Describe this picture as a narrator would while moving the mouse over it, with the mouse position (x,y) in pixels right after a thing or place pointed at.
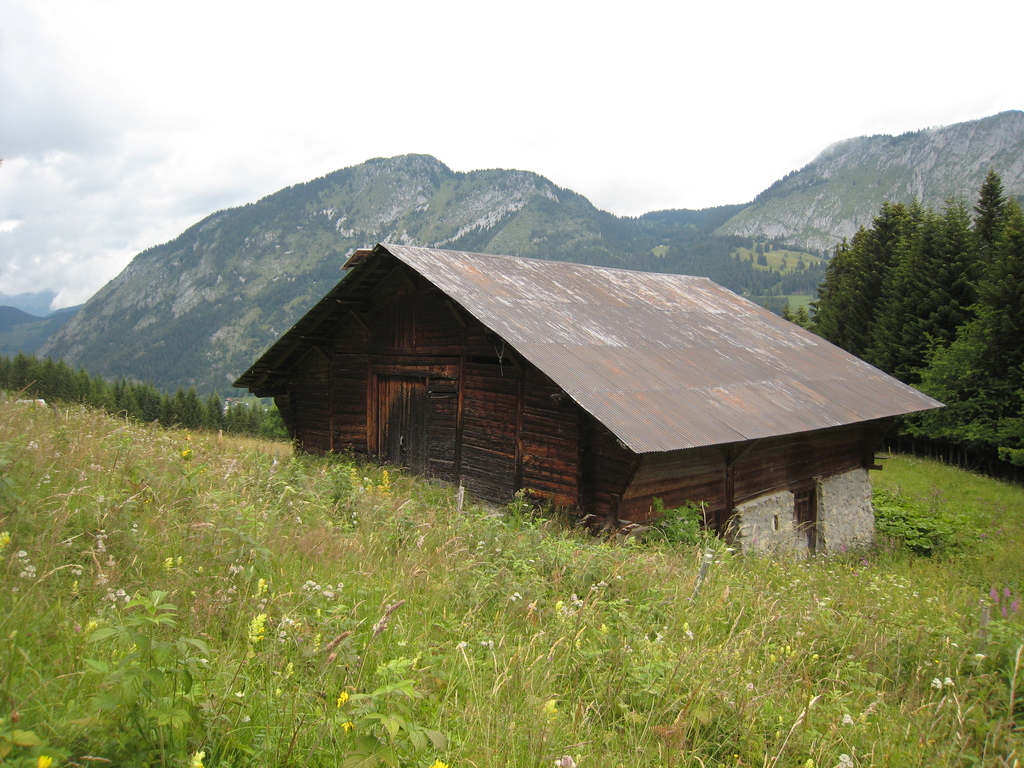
In this picture there is a wooden house (422,276) in the center of the image (402,407), there is greenery (587,226) around the area of the image.
